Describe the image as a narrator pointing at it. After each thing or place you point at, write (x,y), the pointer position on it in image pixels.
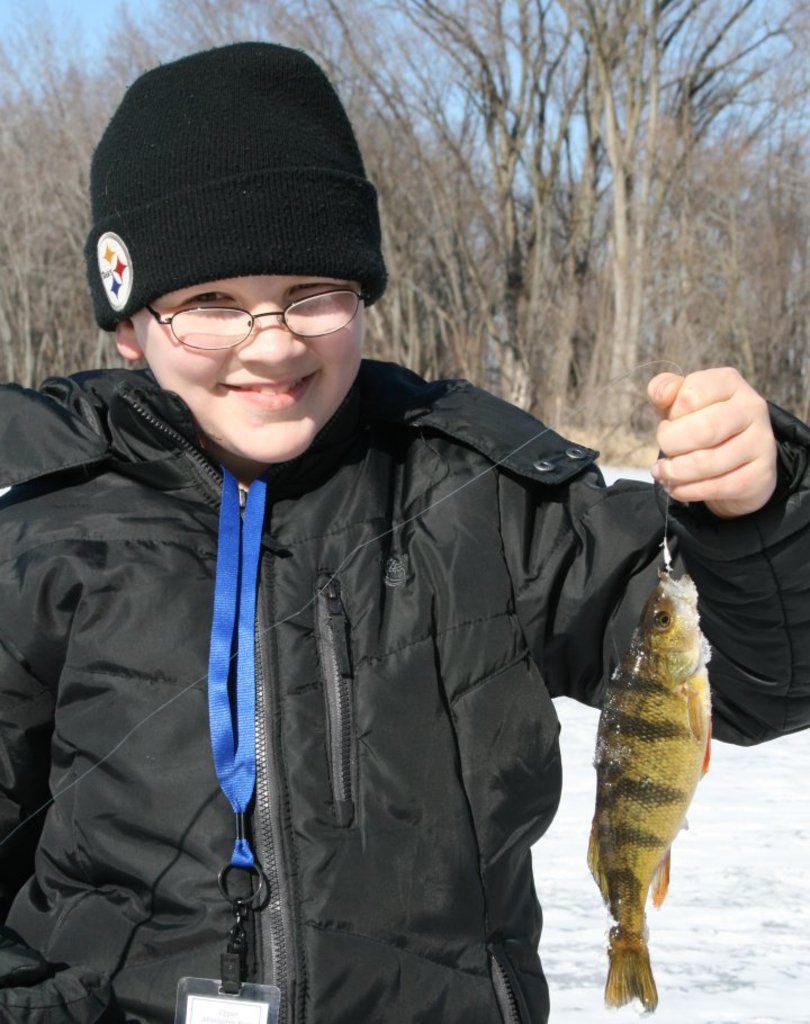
In this image we can see a person (396,776) wearing black jacket (253,821), identity card (269,1016), spectacles (351,307) and black cap (254,263) is holding a fish (654,821). In the background (664,973), we can see snow (598,1005), trees (630,0) and the sky (8,51).
